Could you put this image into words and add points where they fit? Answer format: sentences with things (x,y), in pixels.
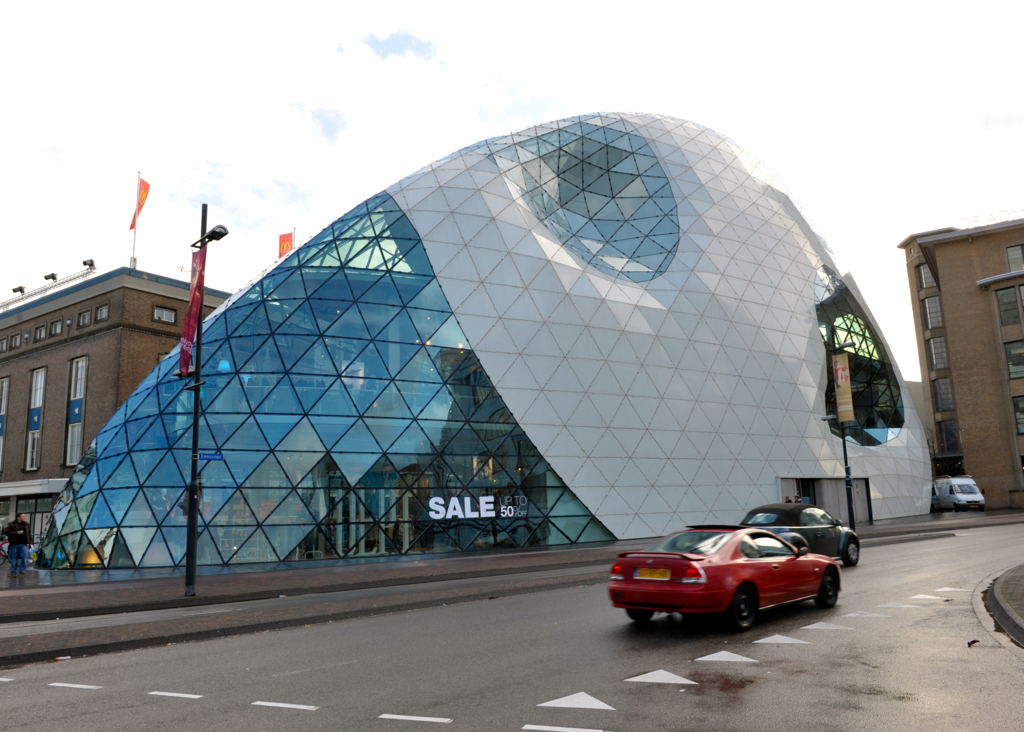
In this image in the center (404,335) there are buildings (682,377), and also we could see poles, street lights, boards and some people (23,544). And in the center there are some vehicles (810,547) on the road (619,664), at the bottom (471,666) there is a road (566,666). At the top (277,108) there is sky (512,115).
